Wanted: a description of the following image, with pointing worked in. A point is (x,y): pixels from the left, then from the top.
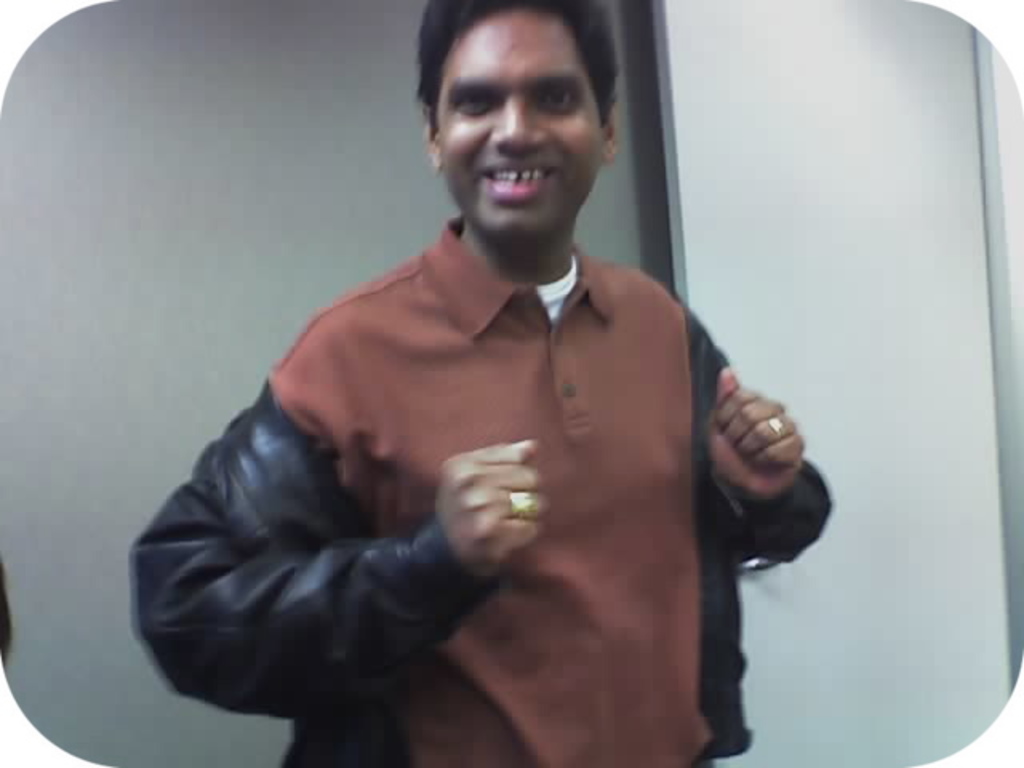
In the center of the image (487,424) we can see a man (515,369) standing and smiling. In the background (588,231) there is a wall (630,223).
